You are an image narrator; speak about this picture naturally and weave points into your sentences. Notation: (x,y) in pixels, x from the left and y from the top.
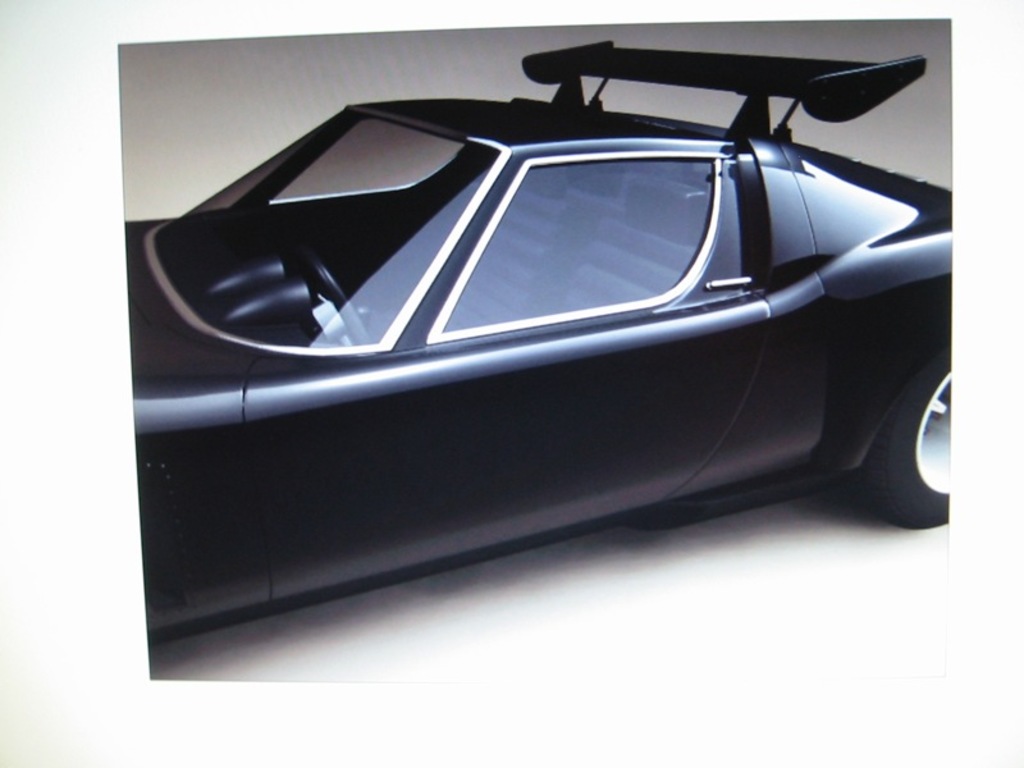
In this picture I can see the vehicle (485,329).
